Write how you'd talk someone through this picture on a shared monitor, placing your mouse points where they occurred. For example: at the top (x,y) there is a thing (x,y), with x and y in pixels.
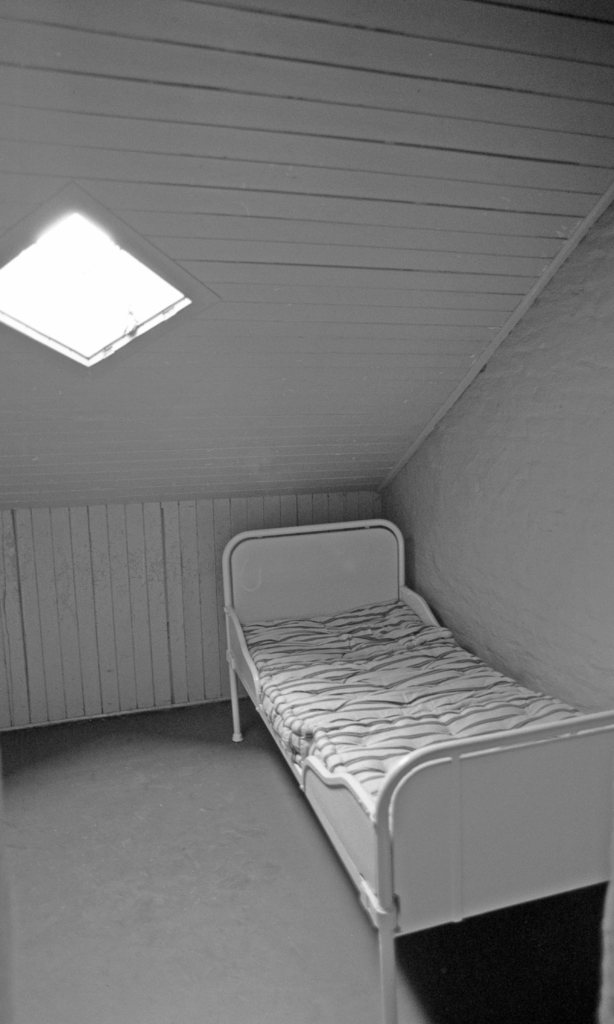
It is a black and white image, there is a bed (303,760) and beside the bed (414,695) there is a wall (458,463) and above the bed (419,805) there is a roof (226,343).
